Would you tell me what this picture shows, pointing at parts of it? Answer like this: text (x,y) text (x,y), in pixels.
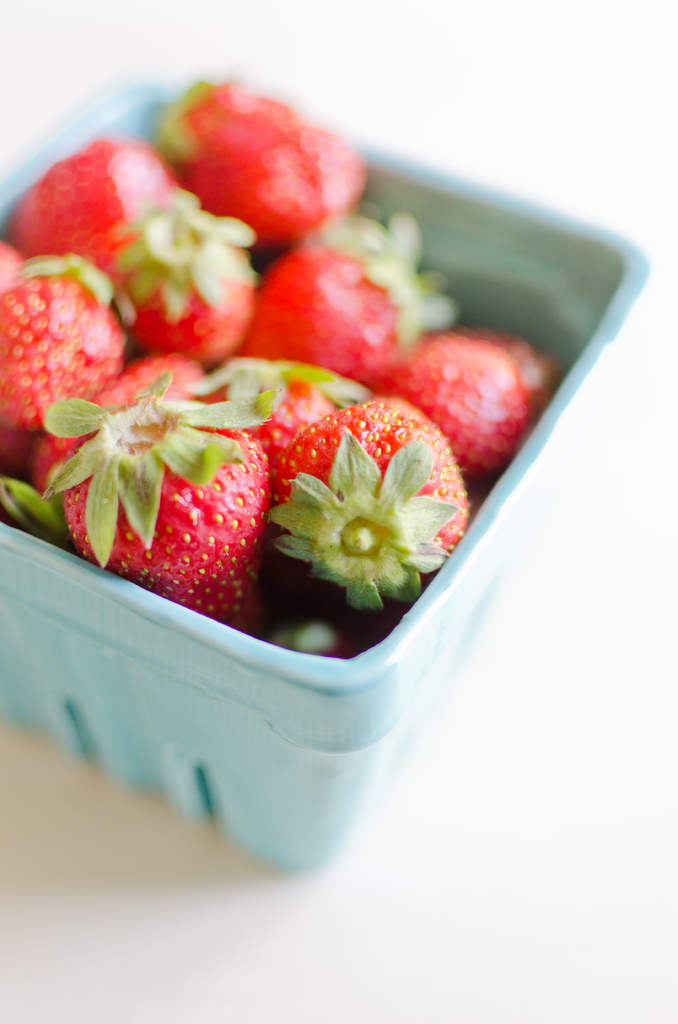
In this image, there are strawberries (316,424) in the box (319,661) placed on the table (449,897).
